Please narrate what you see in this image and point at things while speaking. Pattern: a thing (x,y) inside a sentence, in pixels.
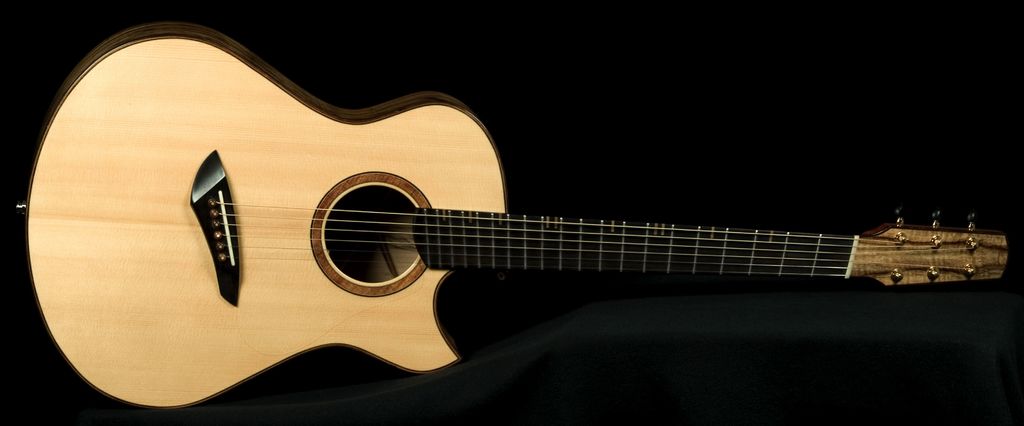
In the image there is a guitar (455,232) which is placed inclined on the board (528,388). The guitar (202,352) is in snuff color.
